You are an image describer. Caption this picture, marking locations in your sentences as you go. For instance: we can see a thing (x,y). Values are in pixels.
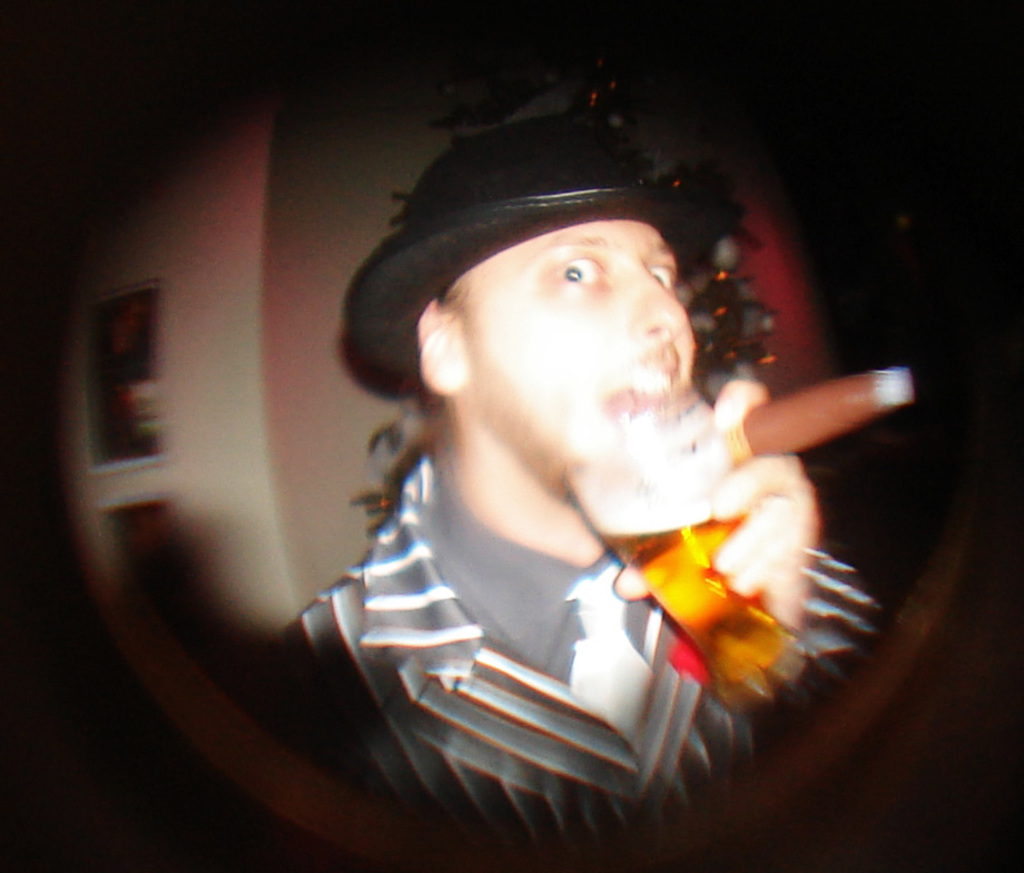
Here we can see a man (493,526) holding a cigar (808,426) and glass (721,609) with beer (709,568) in it in his hand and there is a hat (571,157) on his head (434,333). In the background (283,341) there are frames (146,549) on the wall (183,252), plant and some other items (726,281).
